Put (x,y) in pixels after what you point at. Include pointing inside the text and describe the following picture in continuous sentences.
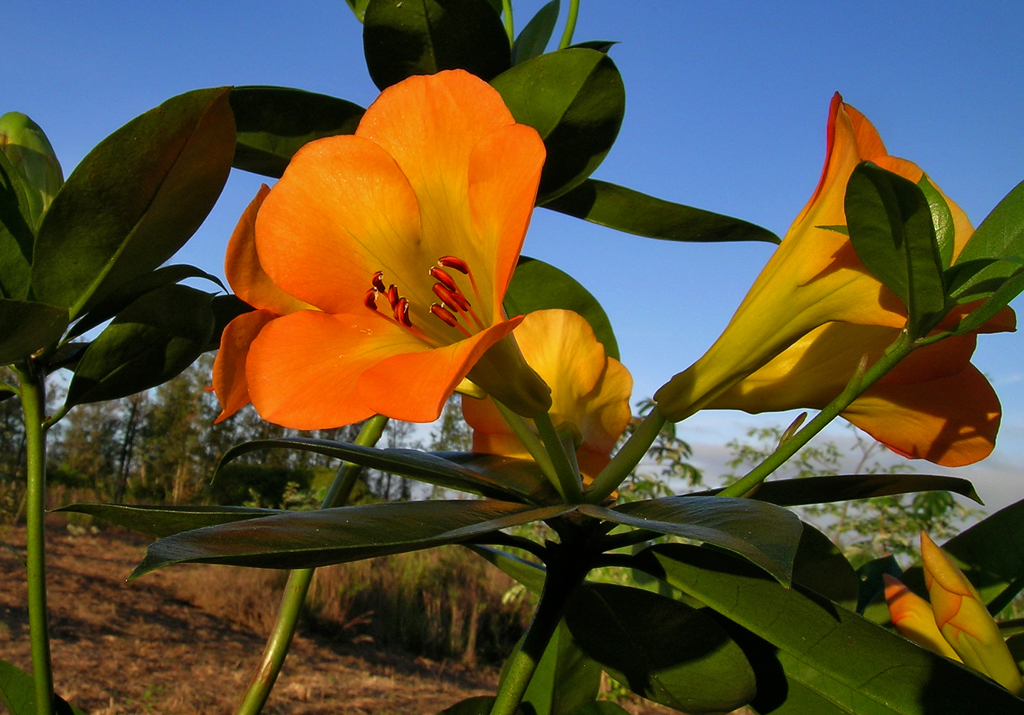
In this picture there are flower plants (282,137) in the center of the image (541,279) and there are trees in the background area of the image (273,449).
